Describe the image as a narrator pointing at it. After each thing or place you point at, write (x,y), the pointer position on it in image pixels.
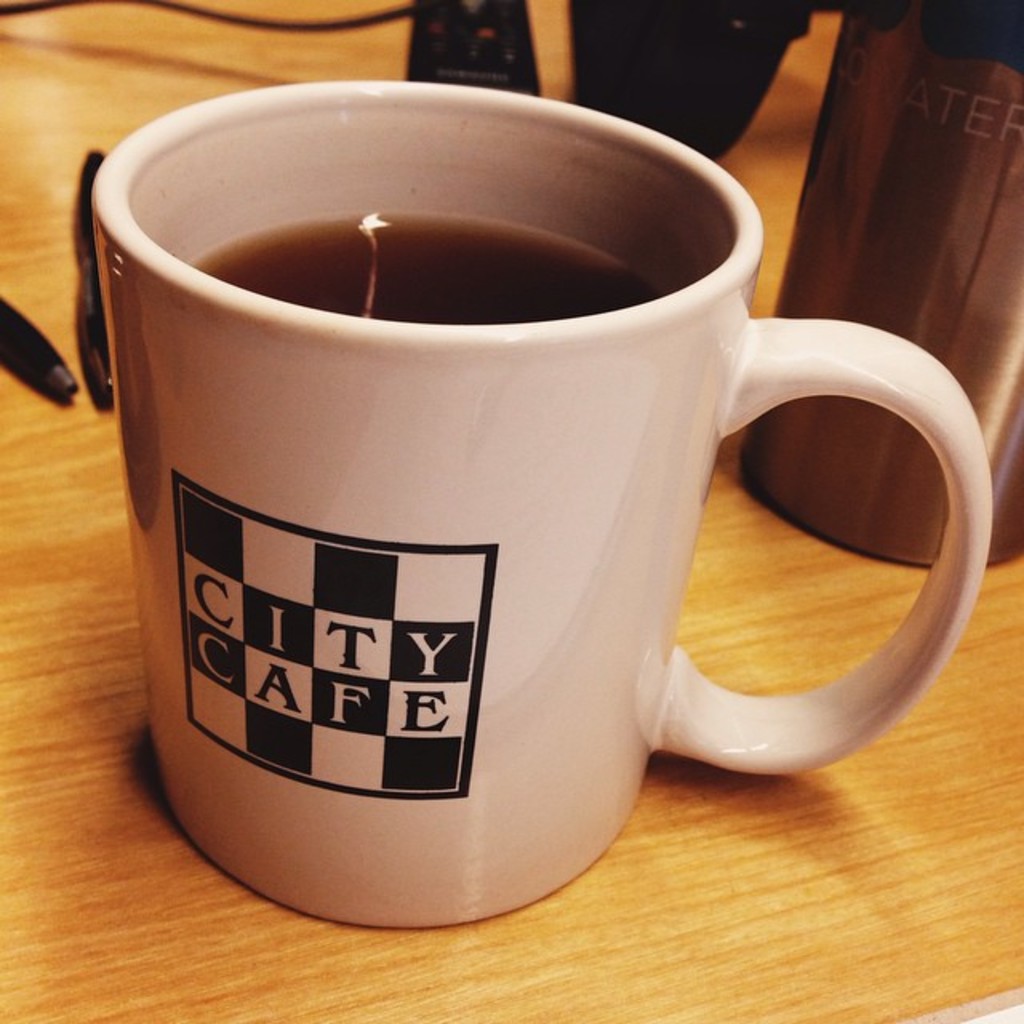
In this image there is tea (273,279) in the cup (422,511). Beside the cup (529,734) there are pens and a few other objects (775,22) on the table (678,940).
